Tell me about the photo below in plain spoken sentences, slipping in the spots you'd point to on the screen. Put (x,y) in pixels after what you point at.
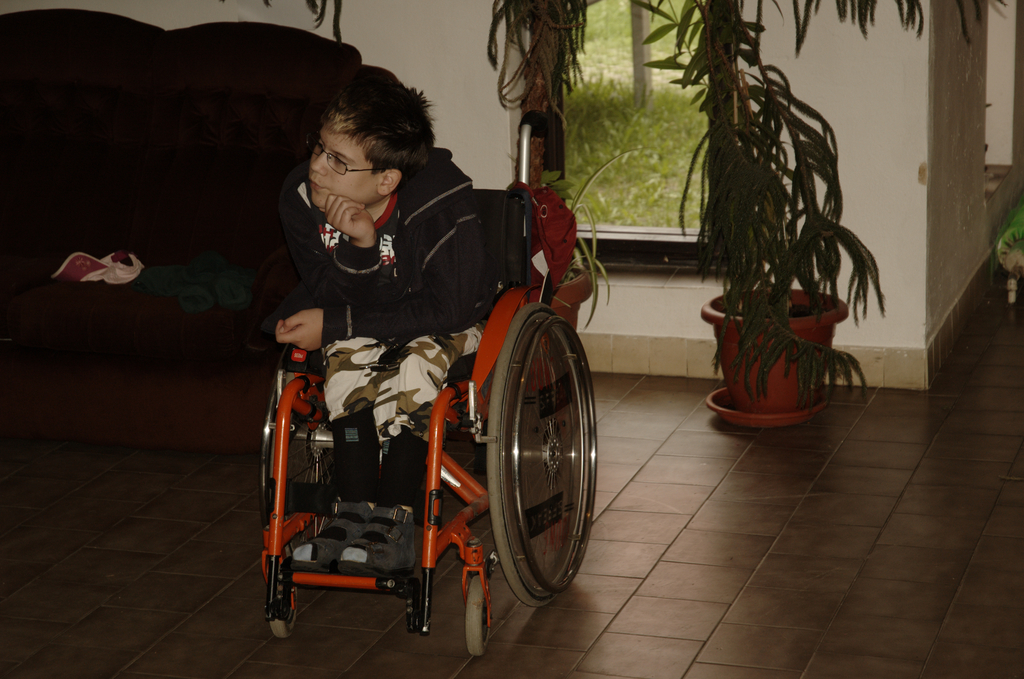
In the center of the image (453,322) there is a boy (453,322) sitting on a wheelchair (311,486). In the background of the image (396,47) there is wall (379,20). There is a sofa (152,186). There is a flower pot (776,421) with plant (769,262) in it. There is a glass window (671,99) through which we can see grass (622,145) and pole (638,77). At the bottom of the image (771,603) there is floor (679,632).
